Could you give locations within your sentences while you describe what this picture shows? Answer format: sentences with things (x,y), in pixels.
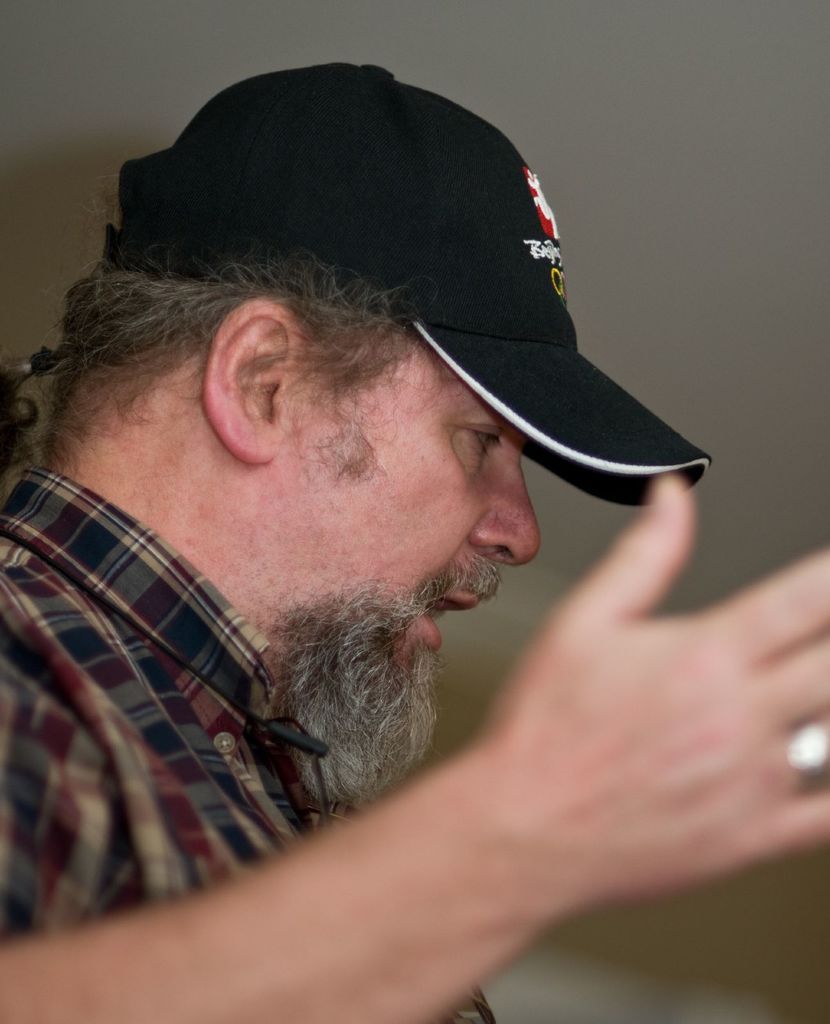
This image is taken indoors. In the background (137,145) there is a wall (764,570). On the left side of the image (108,784) there is a man (433,639).
